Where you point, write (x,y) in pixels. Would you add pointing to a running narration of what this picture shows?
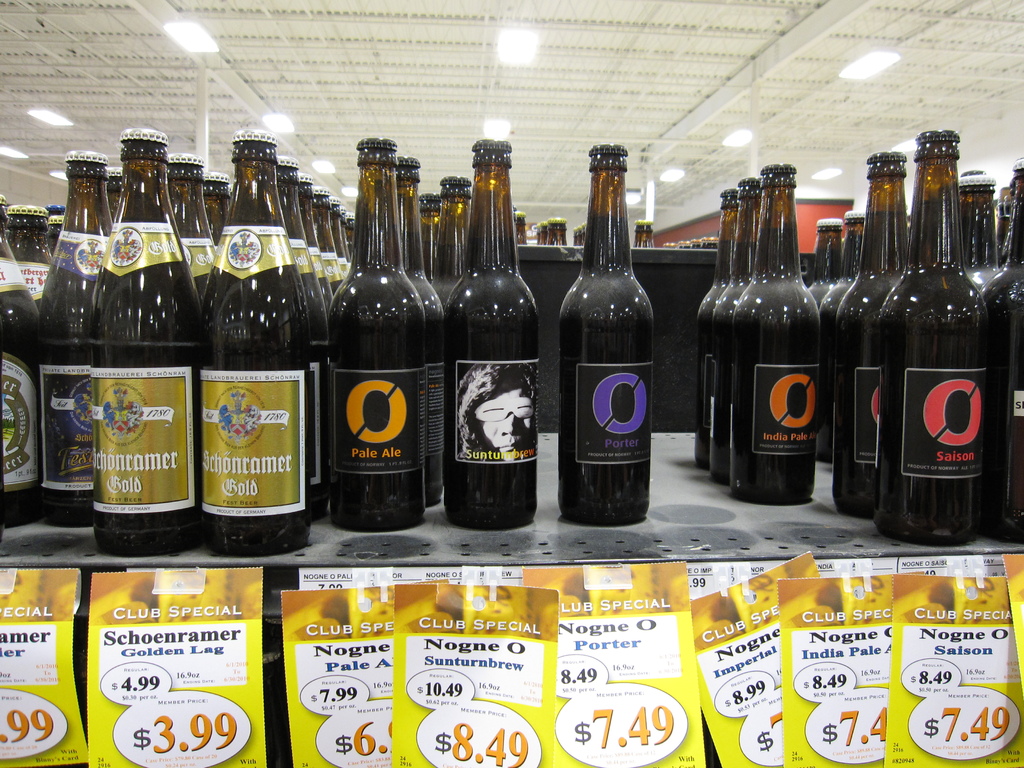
In this image I can see number of bottles (964,183) and also number of papers (315,603).
